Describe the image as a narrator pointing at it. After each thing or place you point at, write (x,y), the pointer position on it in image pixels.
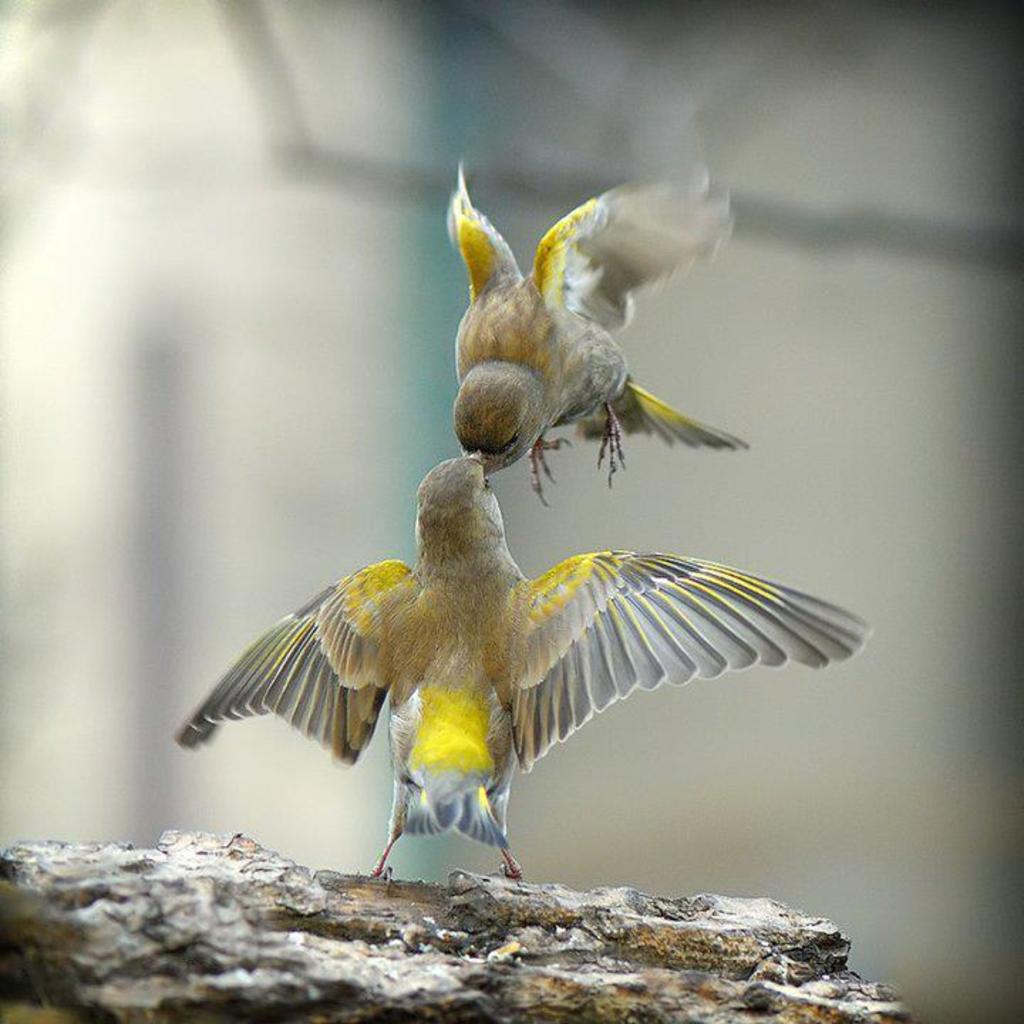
In this picture I can see there are two birds (539,290), one is flying and the other one is on the rock (350,957). The backdrop of the image (263,60) is blurred.
